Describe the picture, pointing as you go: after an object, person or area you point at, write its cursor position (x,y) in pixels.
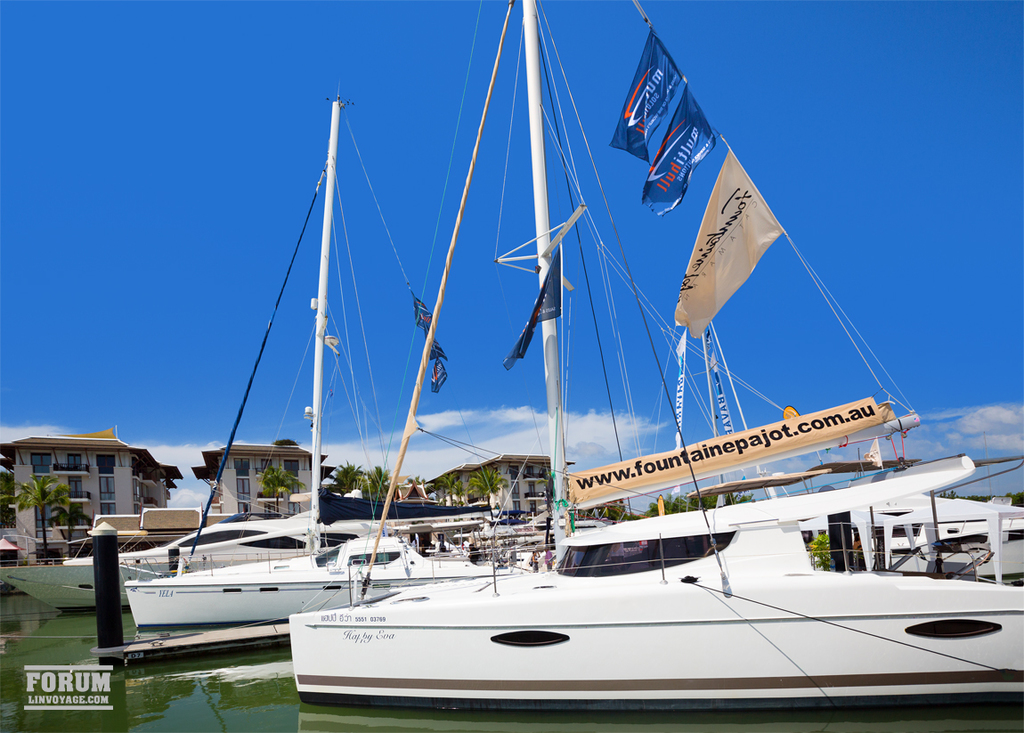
There are boats (926,585) on the water (261,725). In the background (33,494), there are trees (39,482), buildings (87,453) and there are clouds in the blue sky (208,405).
